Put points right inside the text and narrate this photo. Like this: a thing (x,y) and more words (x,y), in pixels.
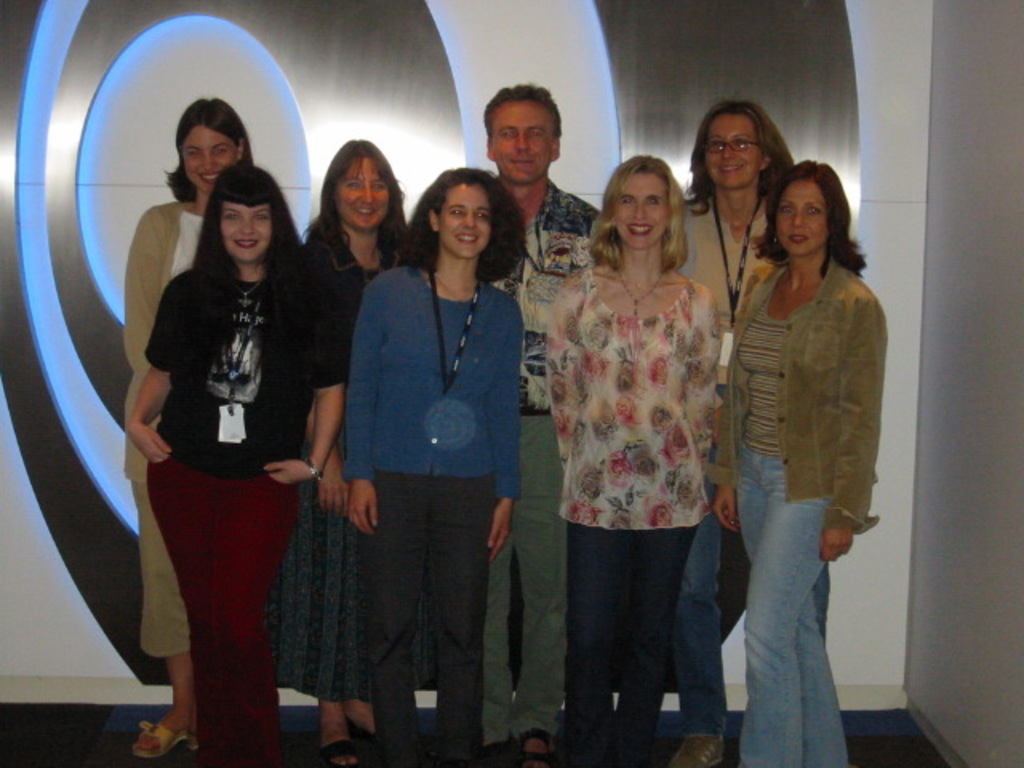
This image is taken indoors. In the background (948,271) there is a wall (78,291). At the bottom of the image (116,734) there is a floor (89,747). In the middle of the image (474,368) a few people (315,381) are standing on the floor (672,734). They are with smiling faces (454,242).
